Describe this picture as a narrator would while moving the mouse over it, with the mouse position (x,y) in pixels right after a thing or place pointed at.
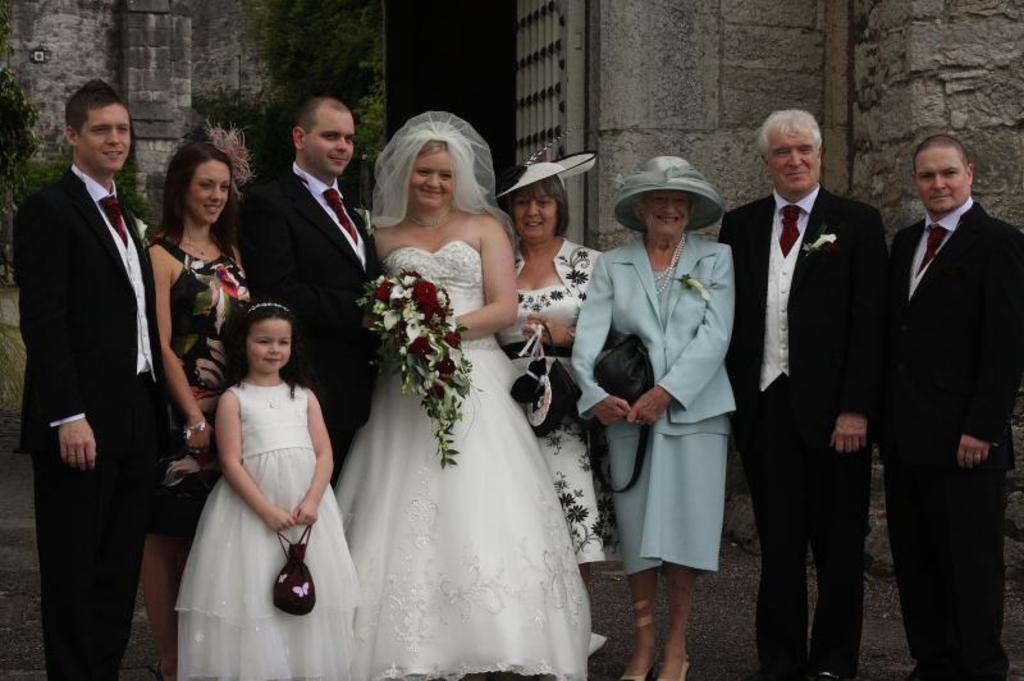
In this picture I can observe men (268,228) and women (199,244) standing on the land (15,481). There is a girl (247,493) on the left side (236,424). All the men (103,246) are wearing coats (293,198). All of them are smiling. In the background (647,159) there is a wall (655,90) which is in grey color.
